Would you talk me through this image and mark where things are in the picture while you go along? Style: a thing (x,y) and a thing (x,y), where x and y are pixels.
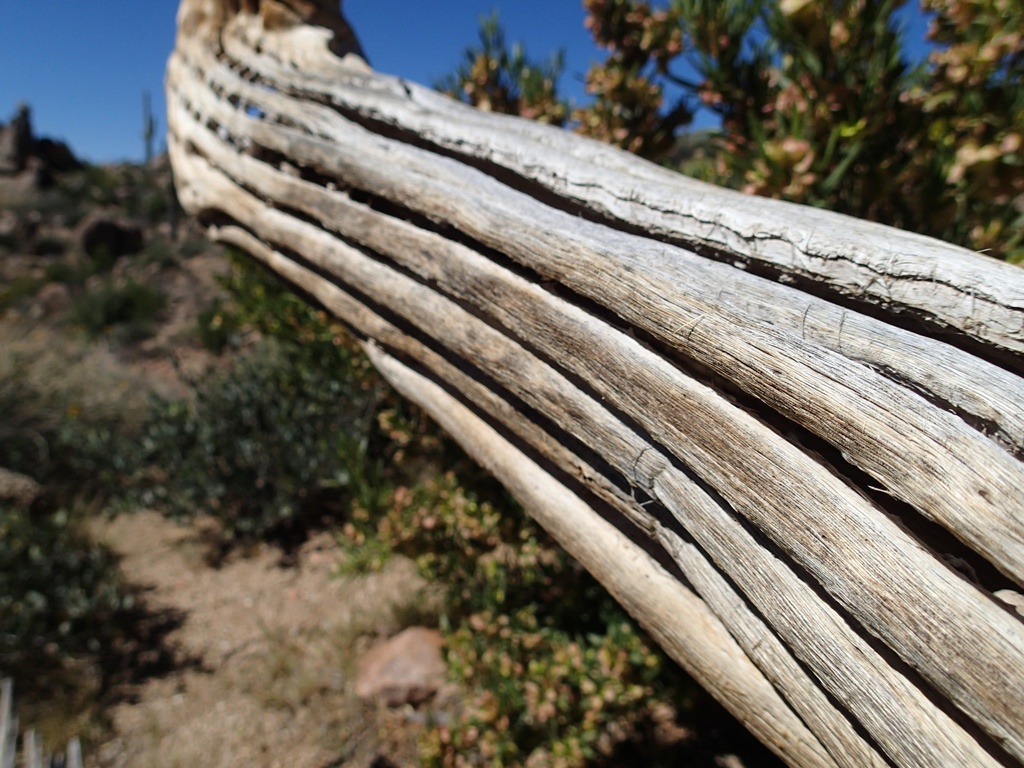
In this picture we can see few trees (458,404) and blurry background (155,300).
